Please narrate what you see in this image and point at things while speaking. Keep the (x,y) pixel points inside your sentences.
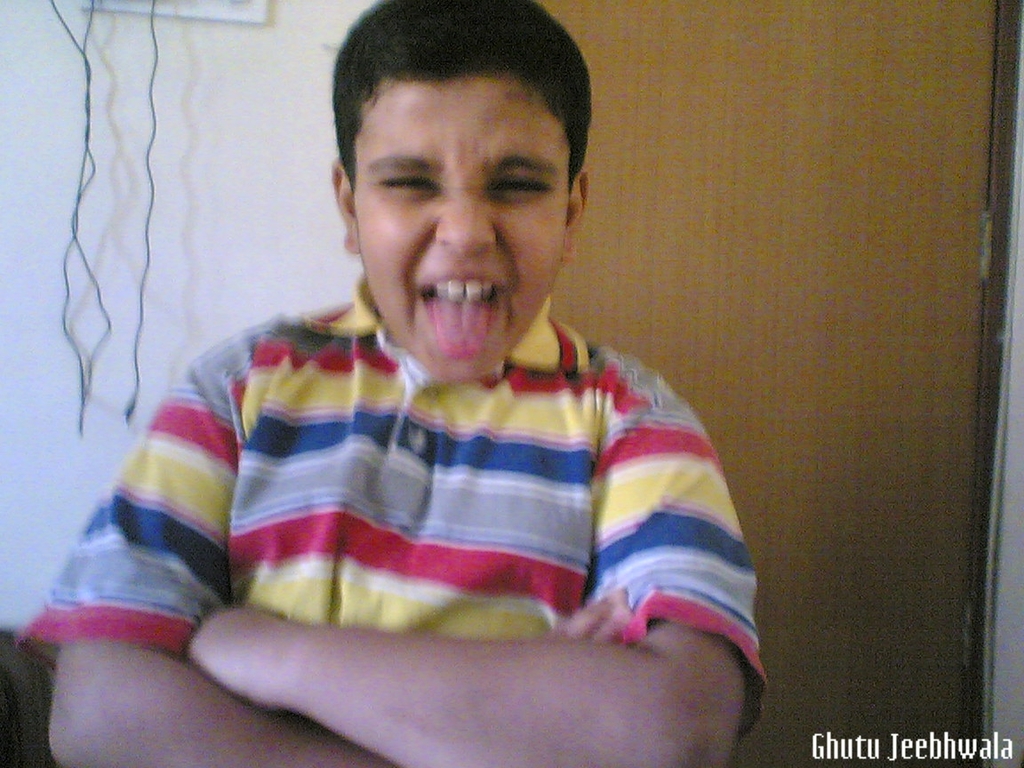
In this image I can see a boy (298,329) and I can see he is wearing t shirt (455,508). I can also see this image is little bit blurry and here I can see watermark (834,738).
